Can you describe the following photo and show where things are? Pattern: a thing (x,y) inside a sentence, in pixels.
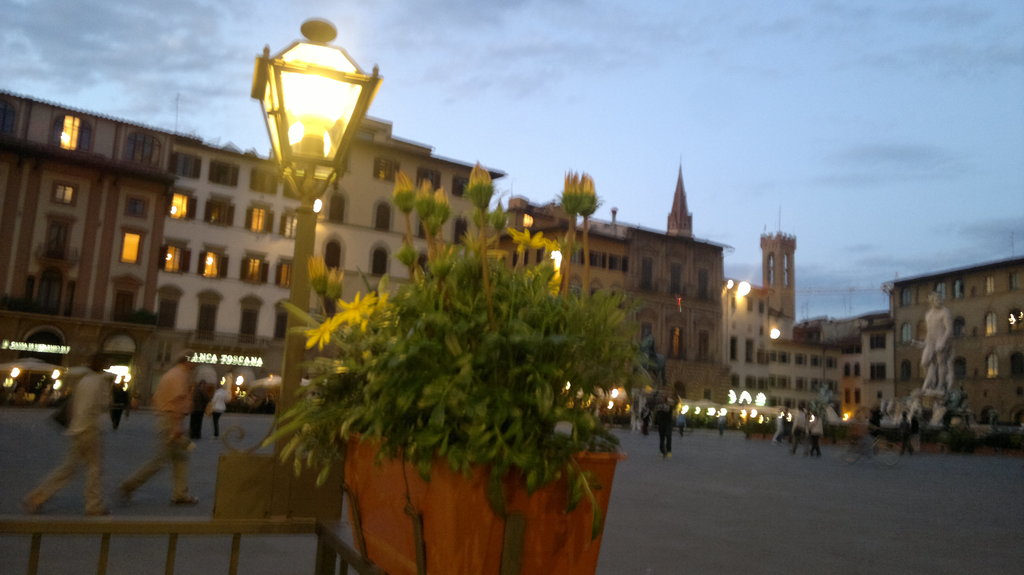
This picture describes about group of people (195,408), few are standing and few are walking, in this we can find a plant (413,369), statue (939,300), few lights (290,60) and buildings (710,317).
